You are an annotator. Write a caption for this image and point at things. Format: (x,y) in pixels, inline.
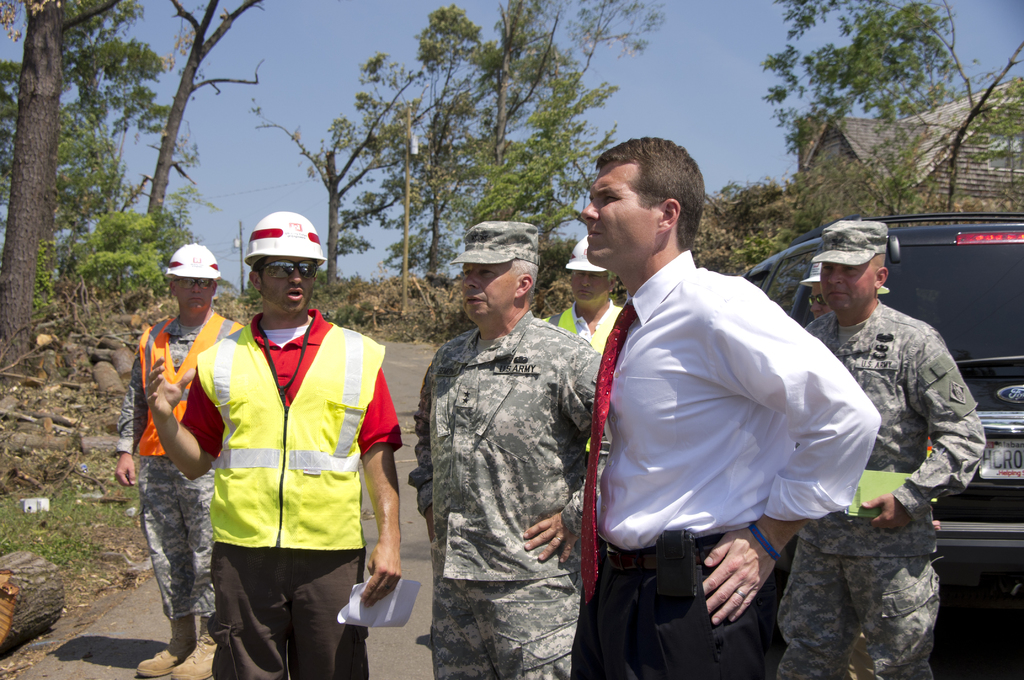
In this image we can see people (372,439) standing on the road (410,534), motor vehicle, buildings (919,149), trees (464,169), electric poles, electric cables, logs (104,335) and sky (258,170).
